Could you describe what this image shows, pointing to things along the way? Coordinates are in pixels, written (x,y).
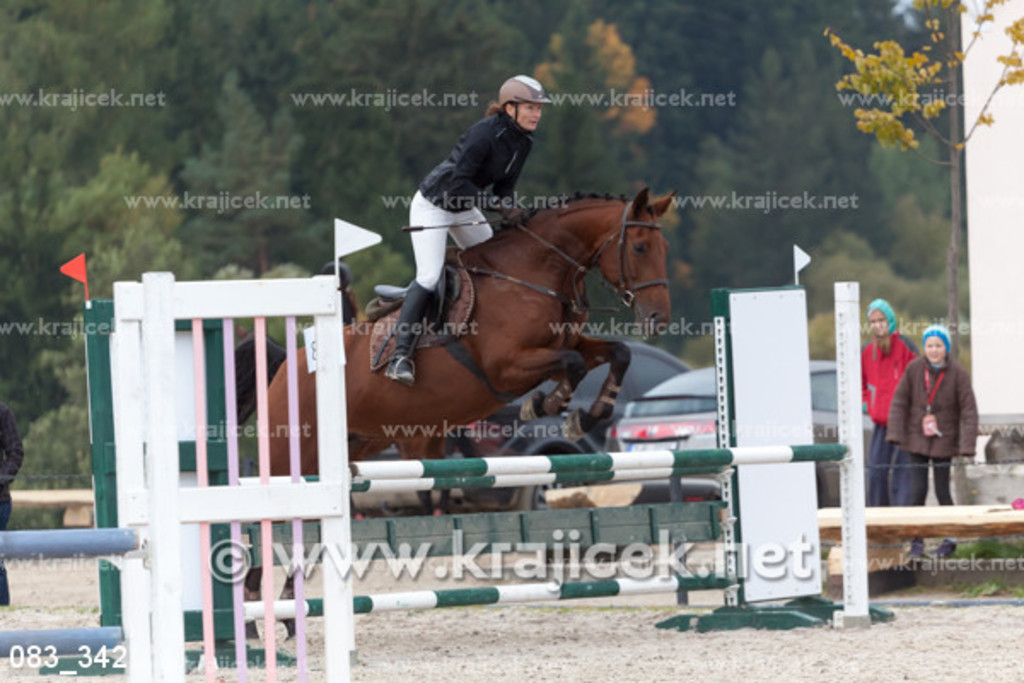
In the image we can see there is a woman (460,232) sitting on the horse (493,330) and the horse (569,319) is jumping from the iron rods (690,455) kept on the stand (236,445). The woman (495,114) is wearing helmet (519,86) and there are other people (921,393) standing on the ground (558,614). Behind there are trees (368,139) and the image is little blurry.
